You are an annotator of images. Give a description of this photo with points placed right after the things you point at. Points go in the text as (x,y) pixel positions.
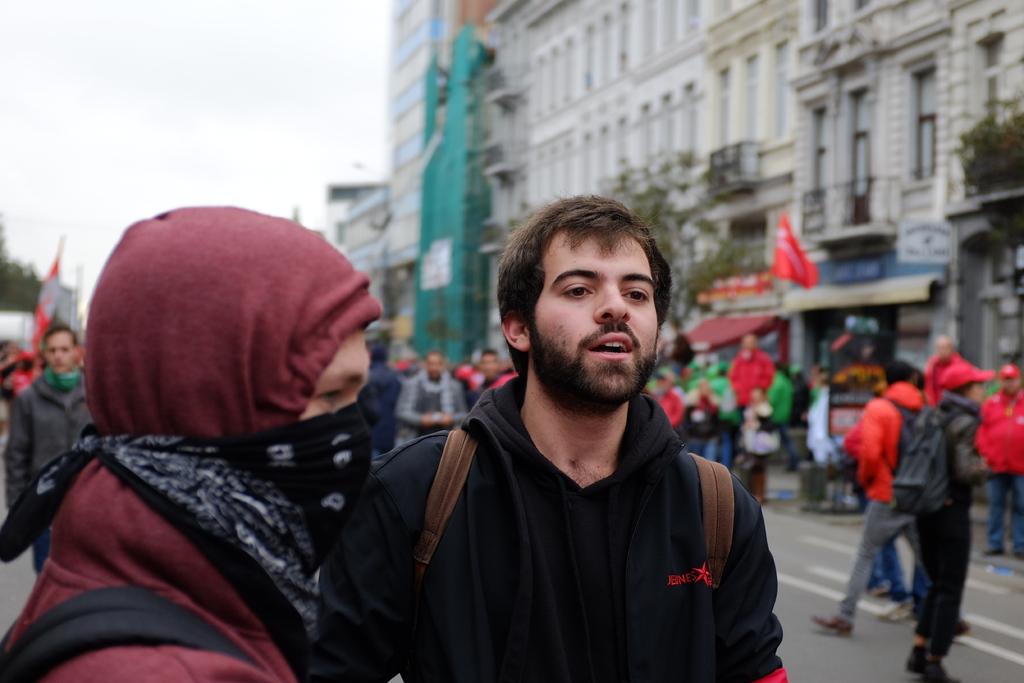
This image consists of some persons (377,442) in the middle (539,326). There is building (777,187) in the middle (682,321). There is sky (87,132) at the top (133,119).
